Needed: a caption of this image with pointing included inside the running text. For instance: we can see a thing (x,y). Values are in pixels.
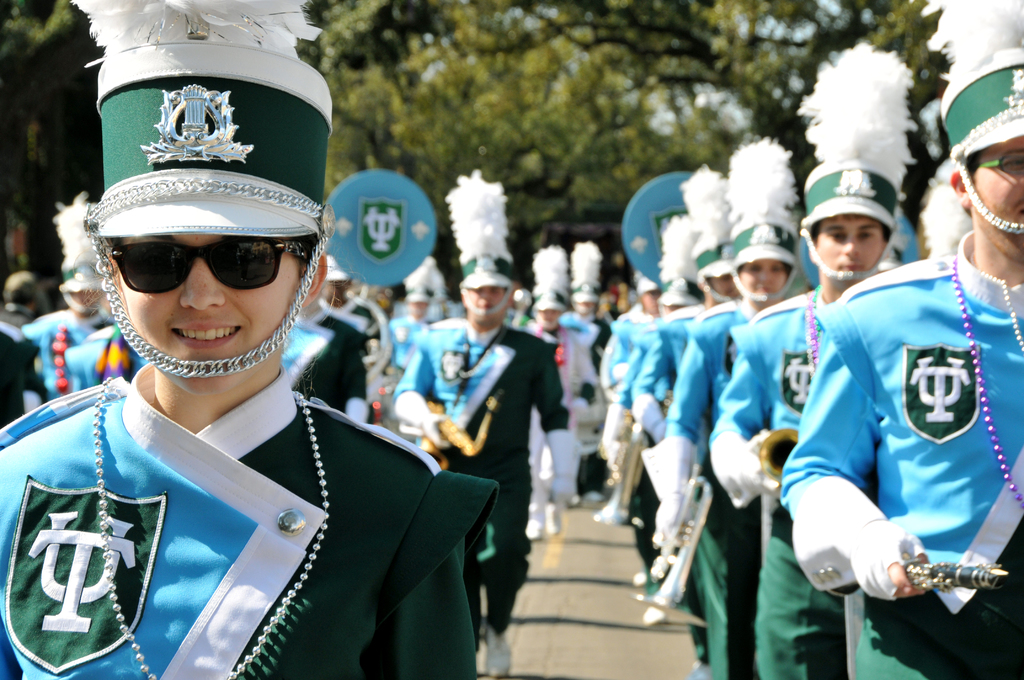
In this image we can see persons (364,556) standing on the floor (594,504) in the uniform (684,367), trees (630,129) and sky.
